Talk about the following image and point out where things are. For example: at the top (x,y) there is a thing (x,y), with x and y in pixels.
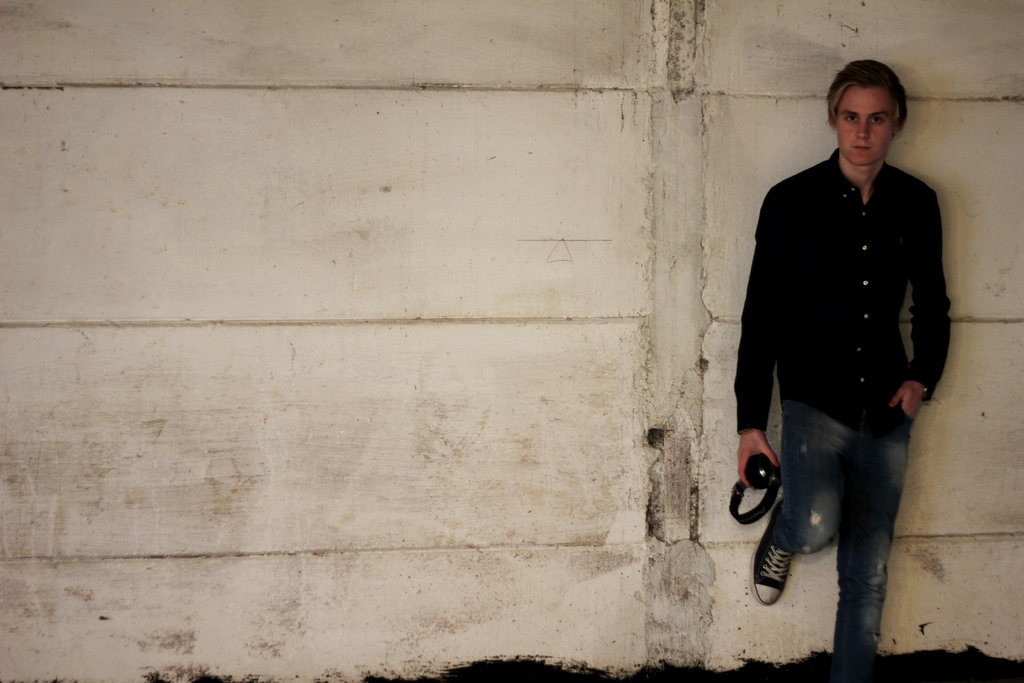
In the background (660,108) there is a wall (660,108) and we can see a man (949,322) wearing a black shirt (849,275) and he is holding a headset (773,485) in his hand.
